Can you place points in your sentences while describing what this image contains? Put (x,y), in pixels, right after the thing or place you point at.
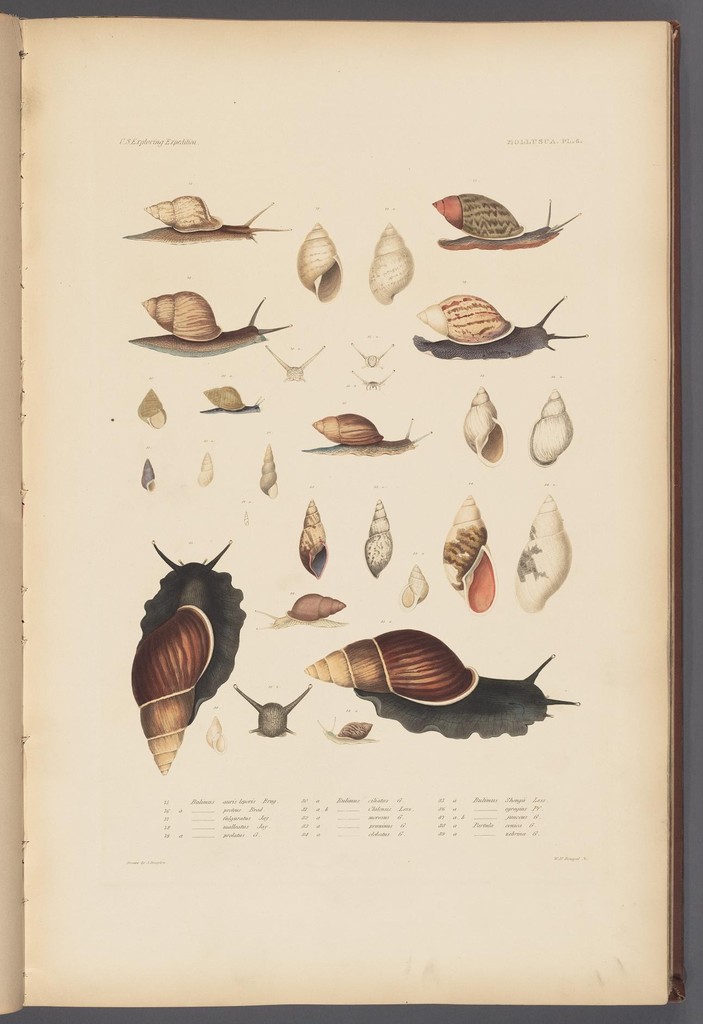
In this image we can see one book (573,42) with text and images (467,322) on the grey surface (248,1022).
